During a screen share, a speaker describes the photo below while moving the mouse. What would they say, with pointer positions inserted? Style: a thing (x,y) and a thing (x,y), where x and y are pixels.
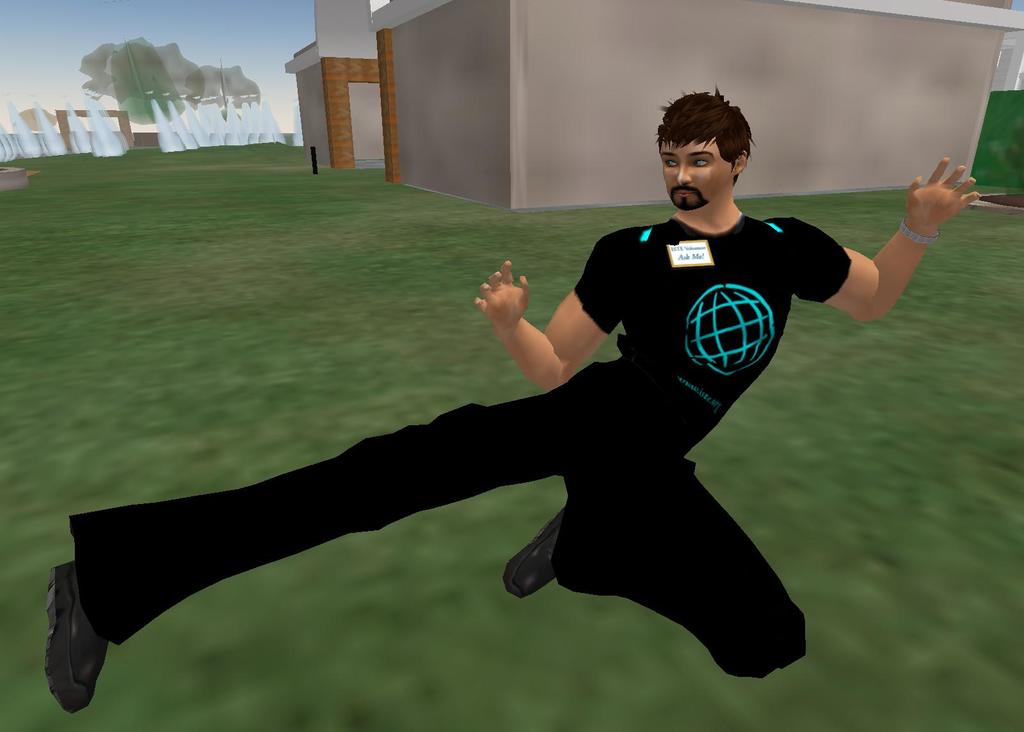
This is an animated picture. In the foreground of the picture (523,411) there is a person (602,381) in black dress (674,335). In the center of the picture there are buildings (490,85). On the left (160,123) there are some objects (175,121) in white color.
